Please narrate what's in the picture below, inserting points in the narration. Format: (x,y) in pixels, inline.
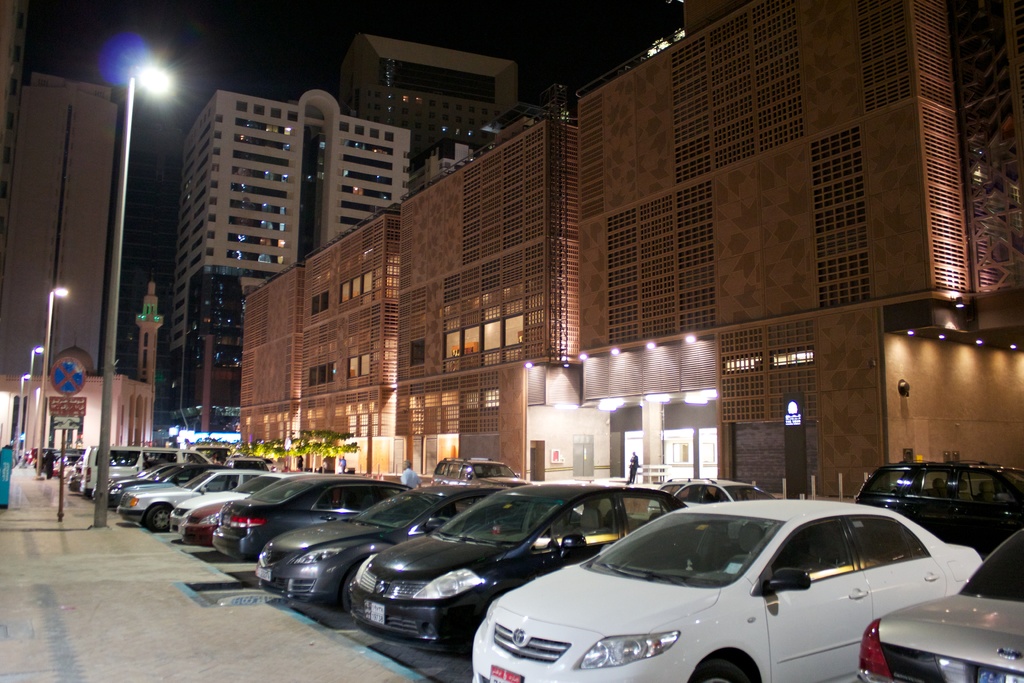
In this image I can see the cars (347,576). On the left side (158,91) I can see the lights (158,78). On the right side (749,252), I can see the buildings (480,268).
